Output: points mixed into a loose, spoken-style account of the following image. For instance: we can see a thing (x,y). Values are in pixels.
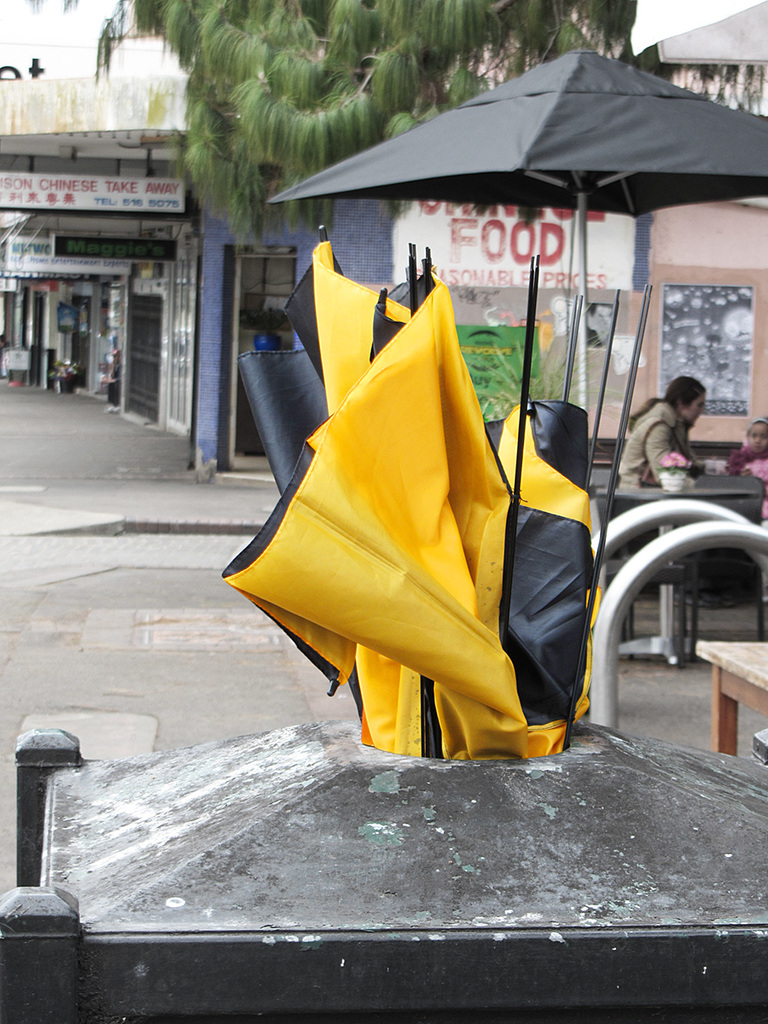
Here we can see buildings (716,358), boards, trees (732,79), posters (716,379), and an umbrella (606,177). There are tables (727,723) and two persons (752,447). Here we can see yellow color objects (457,579).
